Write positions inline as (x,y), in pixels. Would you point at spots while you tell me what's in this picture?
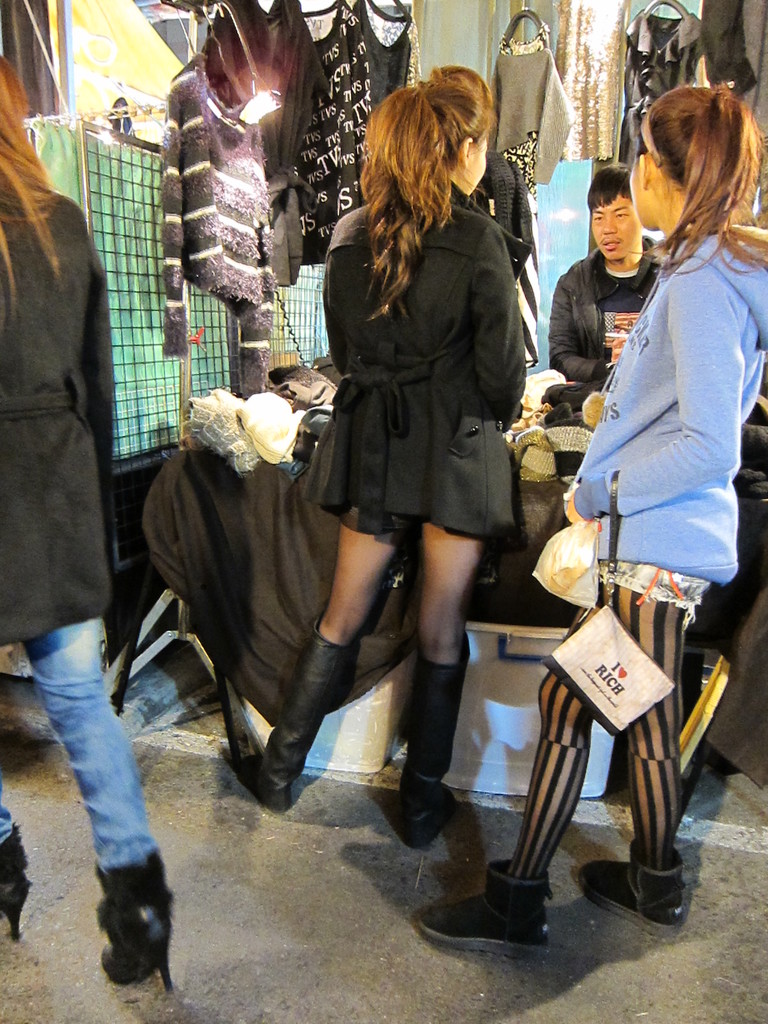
In the image there are two ladies (438,721) standing. On the right side of the image (625,649) there is a lady (622,495) holding a bag (644,690) and cover (568,566) in her hand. In front of them there are clothes (518,448) on the table (325,406). And also there is a man (612,303) behind it. Behind them there are few clothes (300,101) hanging. On the left corner of the image (18,153) there is a lady (49,714) standing. Beside her there is a mesh (123,220). And there are few other things (76,52) in the image.
